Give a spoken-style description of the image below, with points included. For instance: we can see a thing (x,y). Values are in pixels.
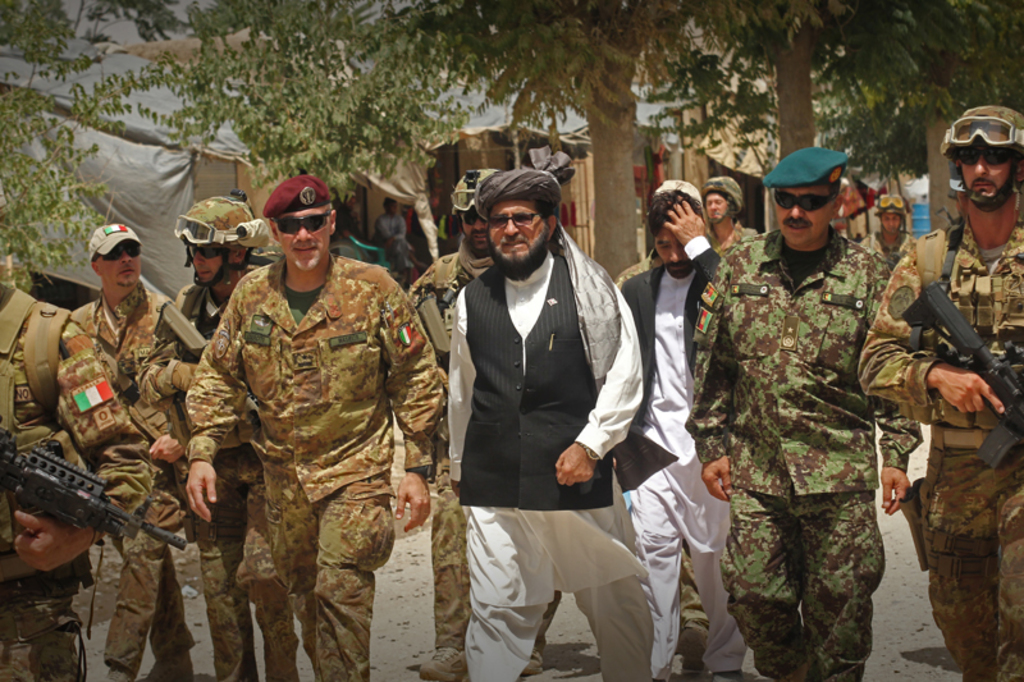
In this image we can see many persons (554,436) walking on the road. On the right side of the image (968,458) we can see a person (956,463) holding a gun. On the left side of the image (125,509) there is a person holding a gun (133,519). In the background (132,216) we can see tents (471,131), persons (468,227) and trees (654,81).
